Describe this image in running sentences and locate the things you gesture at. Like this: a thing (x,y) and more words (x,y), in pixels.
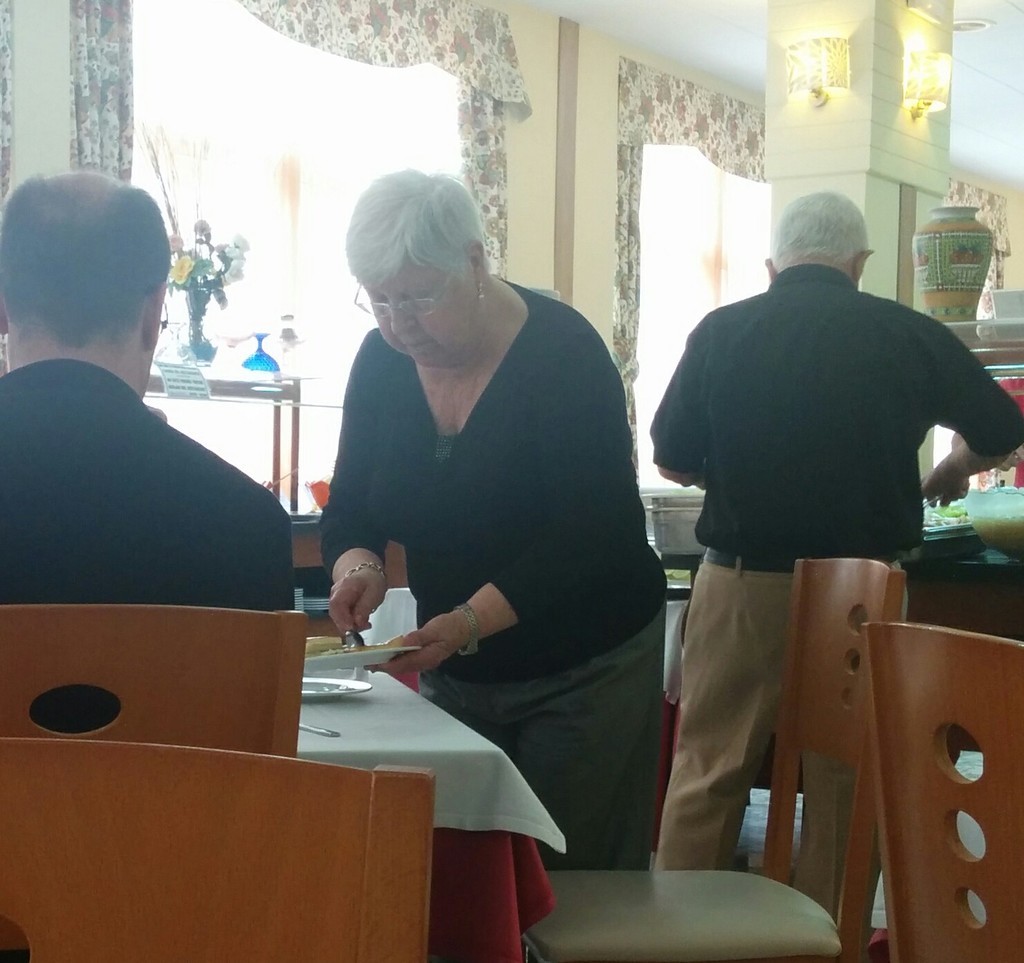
In this image there is a man (86,510) who is sitting in the chair (212,696) and a woman (545,735) who is standing beside him is serving the food (389,645) on the plate (330,690) which is on the table (402,726). Beside the woman (548,484) there is another man (795,490) who is standing. At the background (176,334) there is flower vase (196,309), window (281,125) and the curtain (499,115). At the top (913,88) there is light (925,88).
